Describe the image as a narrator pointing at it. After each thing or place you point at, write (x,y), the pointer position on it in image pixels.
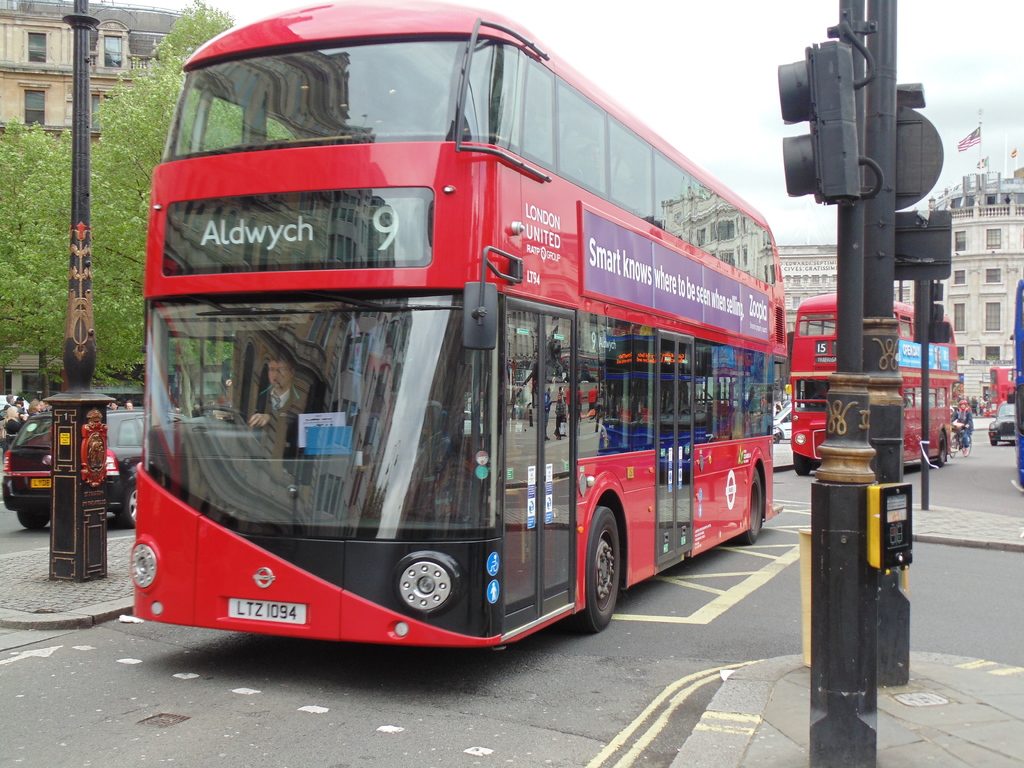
In the image I can see two double decker buses (554,396) on the road (553,664) and also I can see some buildings (965,227), trees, cars (27,457), people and some poles (845,276) which has some lights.
